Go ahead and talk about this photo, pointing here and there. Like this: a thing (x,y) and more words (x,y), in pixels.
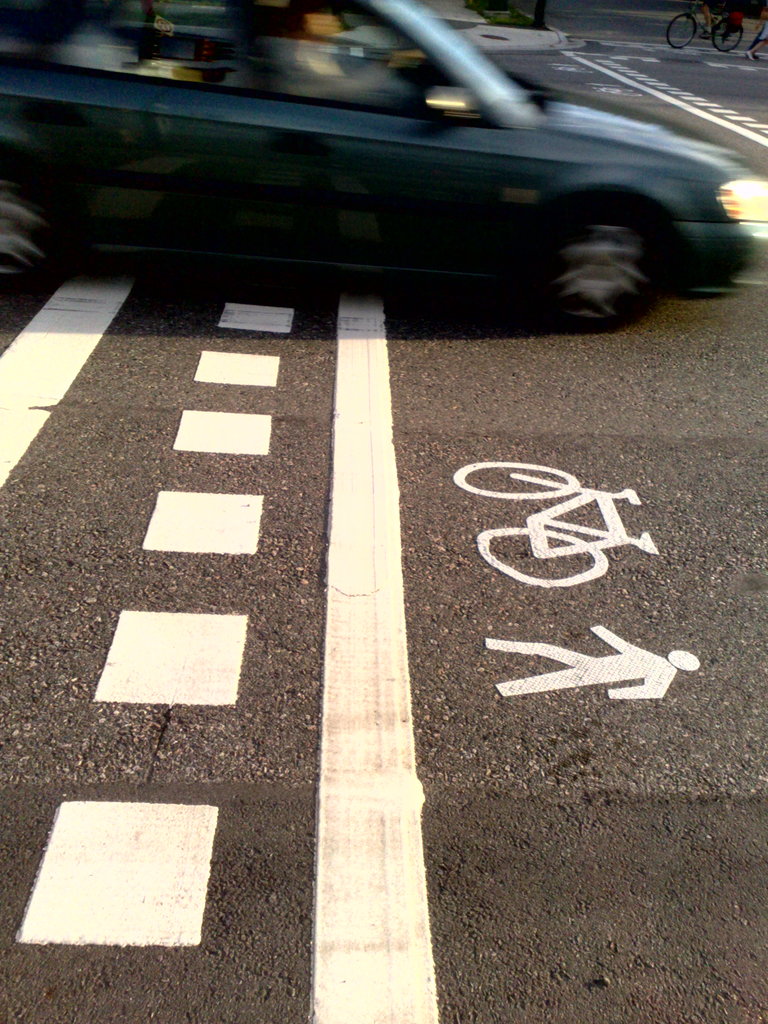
In this image I can see a road (541,636) with some symbols (576,685), a car (12,270) passing the road (644,335) and a cycle (694,12).
